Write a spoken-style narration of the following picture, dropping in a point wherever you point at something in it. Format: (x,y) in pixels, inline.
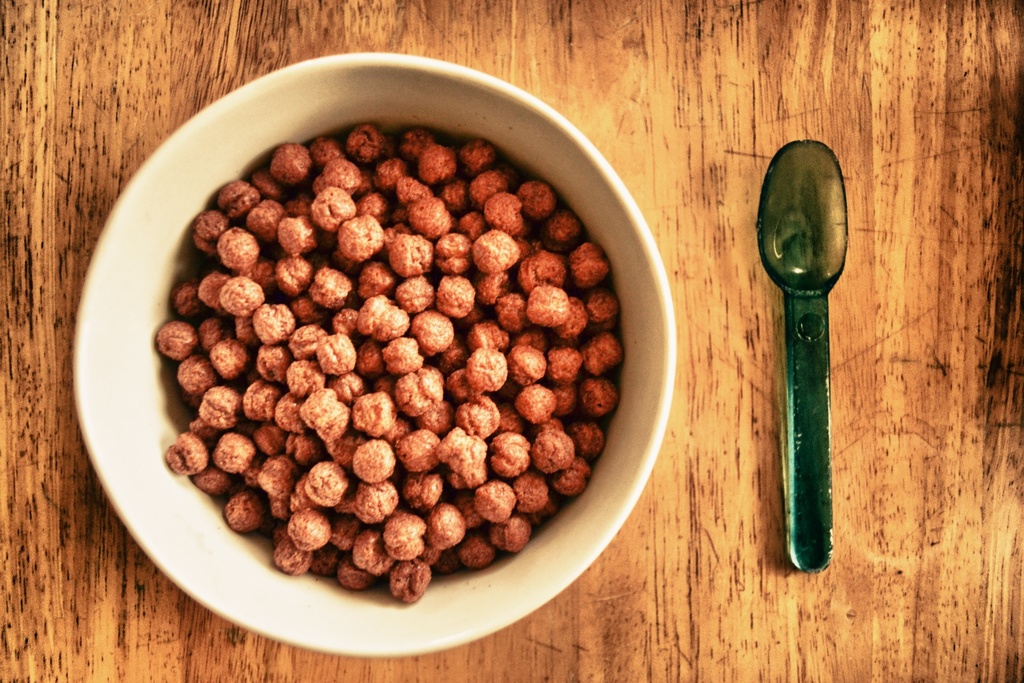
The picture consists of bowls (597,296), spoons (789,194). In the bowl (177,491) there is a food item (338,357). The bowl (438,606) and spoon (806,261) are placed on a wooden object (702,453).
